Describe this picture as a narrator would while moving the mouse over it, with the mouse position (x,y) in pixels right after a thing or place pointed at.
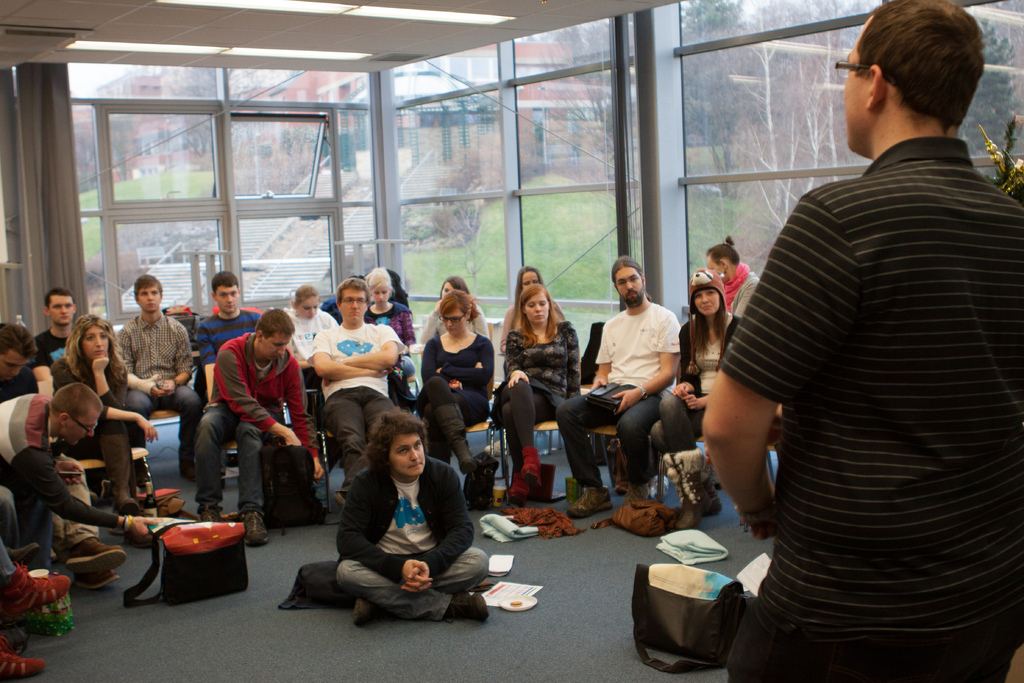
In this image we can see there are a few people (556,390) sitting on chairs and one person (423,451) sat on the floor (408,641), in front of them there is another person (945,229) standing, back of them there is a glass wall (342,174). At the top (317,20) there is a ceiling (352,20), from the glass door (484,290), we can see there is a building (477,124), trees (753,106) and grass (549,212).
